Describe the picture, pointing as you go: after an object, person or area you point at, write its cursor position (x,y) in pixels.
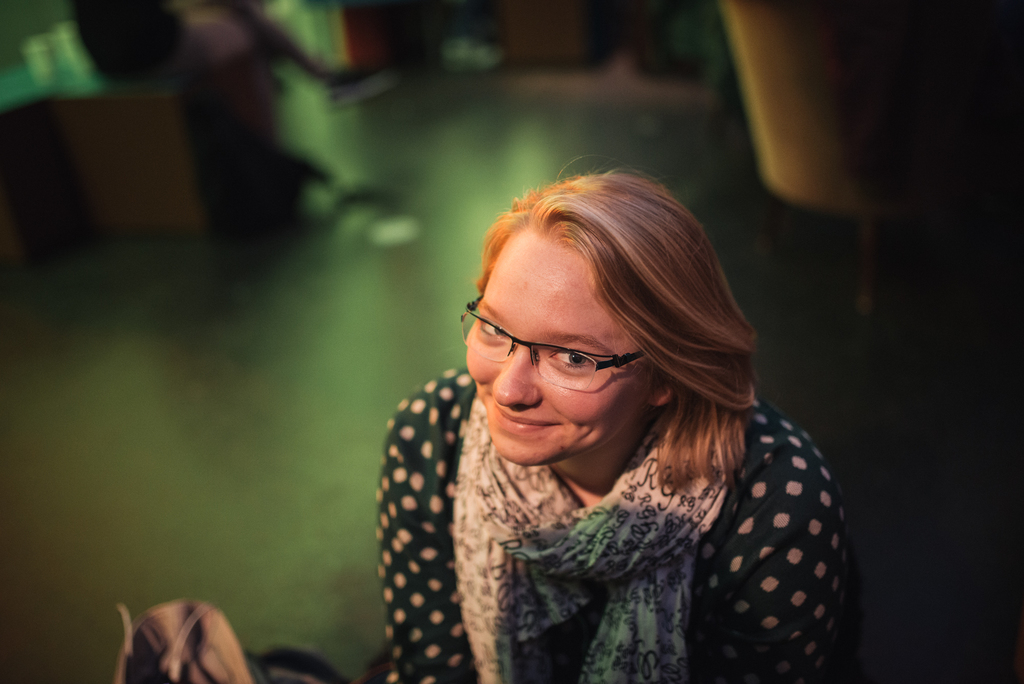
In this image there is a woman (543,409) with scarf (595,537) and spectacles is smiling, and there is blur background (966,93).
